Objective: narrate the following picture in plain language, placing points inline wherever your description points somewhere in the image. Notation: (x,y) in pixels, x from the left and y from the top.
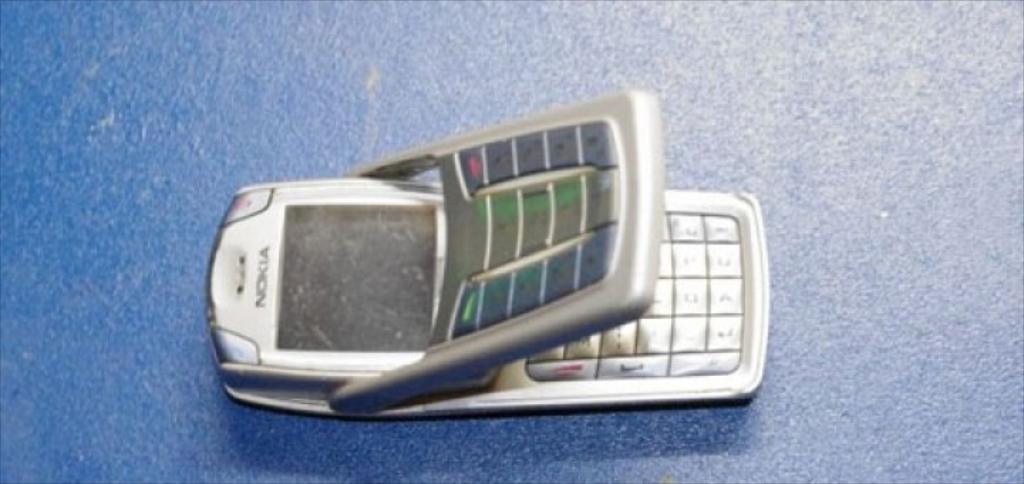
In this image there is a mobile phone (614,255) on the floor (79,309), the background of the image (621,52) is blue in color.
